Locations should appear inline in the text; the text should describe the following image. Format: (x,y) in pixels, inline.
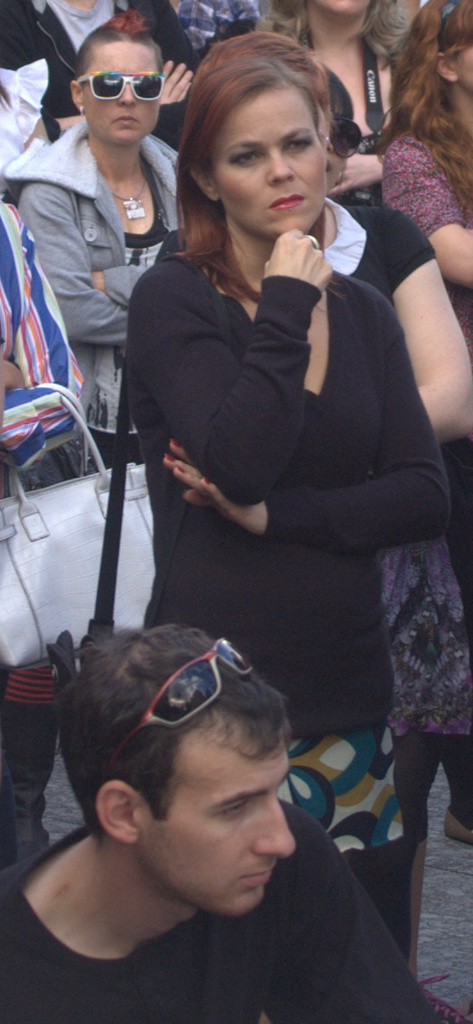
In this image, we can see many people (375,21) and a person (10,425) on the left side (133,575) holding a purse (135,479) and a person (93,662) at the bottom (241,718) wearing a spec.
